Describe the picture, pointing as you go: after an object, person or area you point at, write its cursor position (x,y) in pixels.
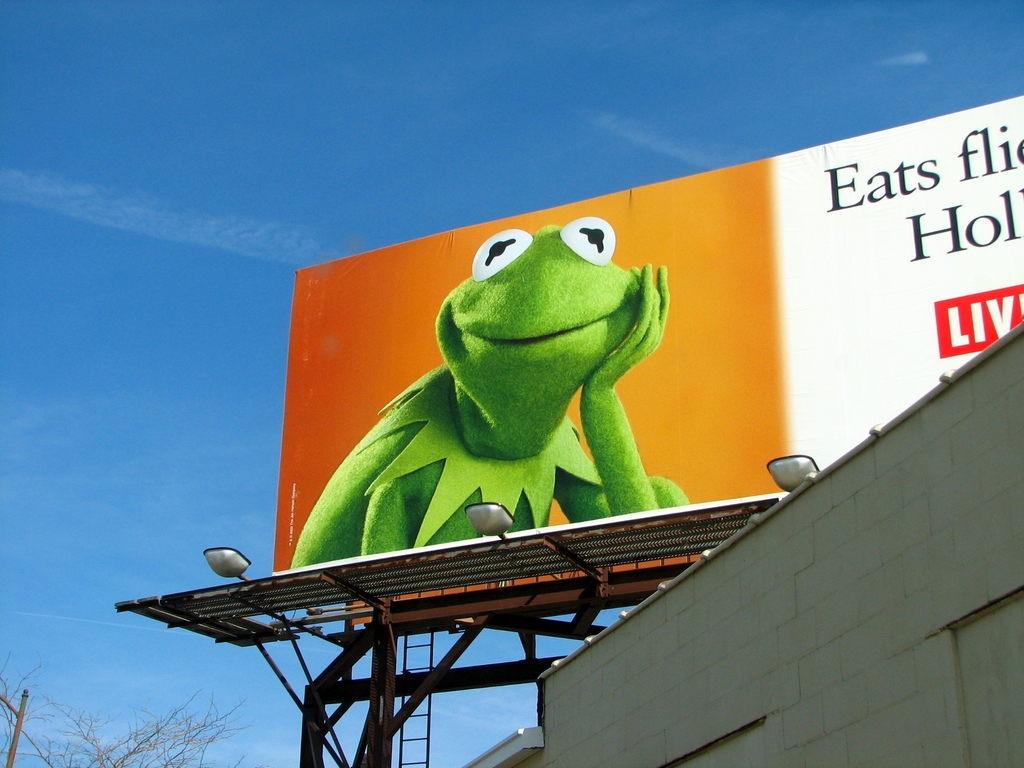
In the foreground (484,626), I can see a building (773,618), lights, metal rods (546,603), trees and a hoarding (602,468). In the background (232,53), I can see the blue sky (228,216). This image is taken, maybe during a day.
